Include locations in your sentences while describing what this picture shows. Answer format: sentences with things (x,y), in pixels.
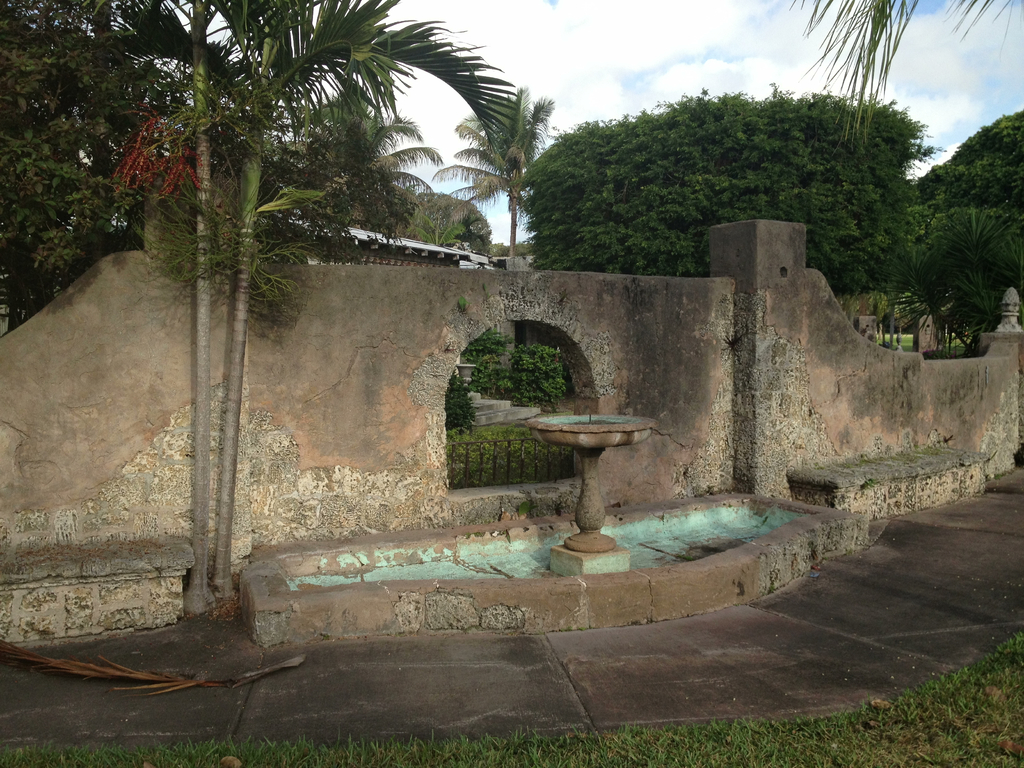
In this picture I can observe wall (386,395) in the middle of the picture (342,353). In the background (497,181) there are trees (516,176) and some clouds (587,73) in the sky (582,76).
